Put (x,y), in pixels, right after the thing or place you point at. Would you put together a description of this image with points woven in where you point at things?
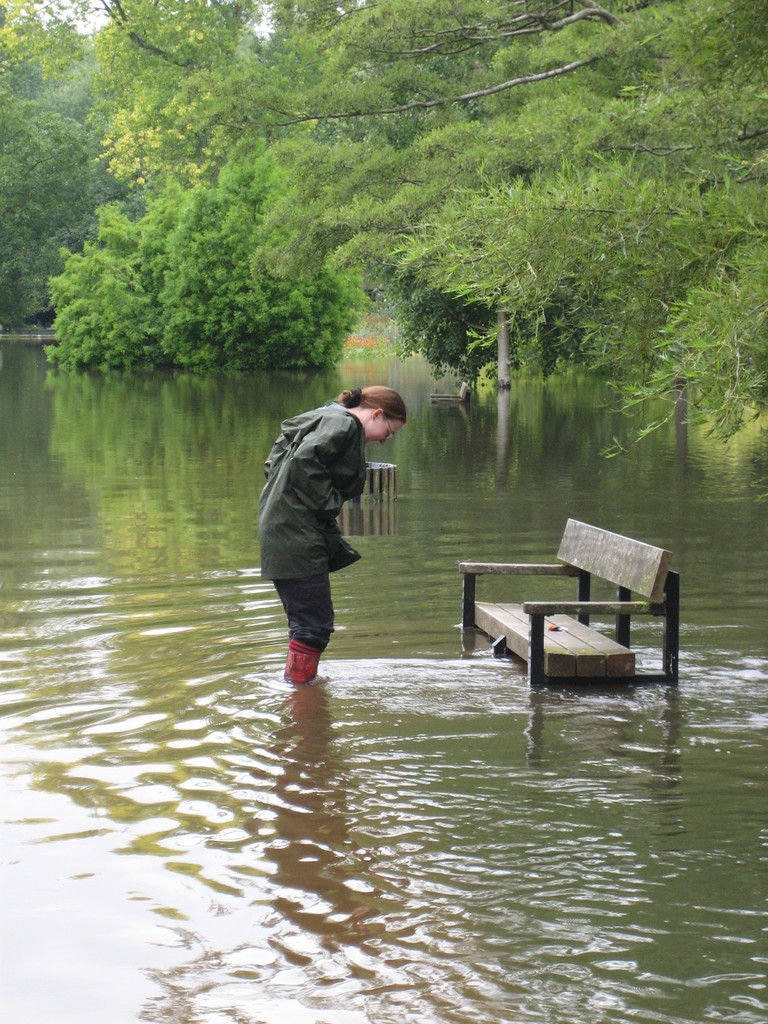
In this picture we can see a woman (290,588), in front of her we can find a bench (507,630) on the right side of the image (648,583), in the background (568,153) we can find few trees (264,184), and also we can see water (80,454).
